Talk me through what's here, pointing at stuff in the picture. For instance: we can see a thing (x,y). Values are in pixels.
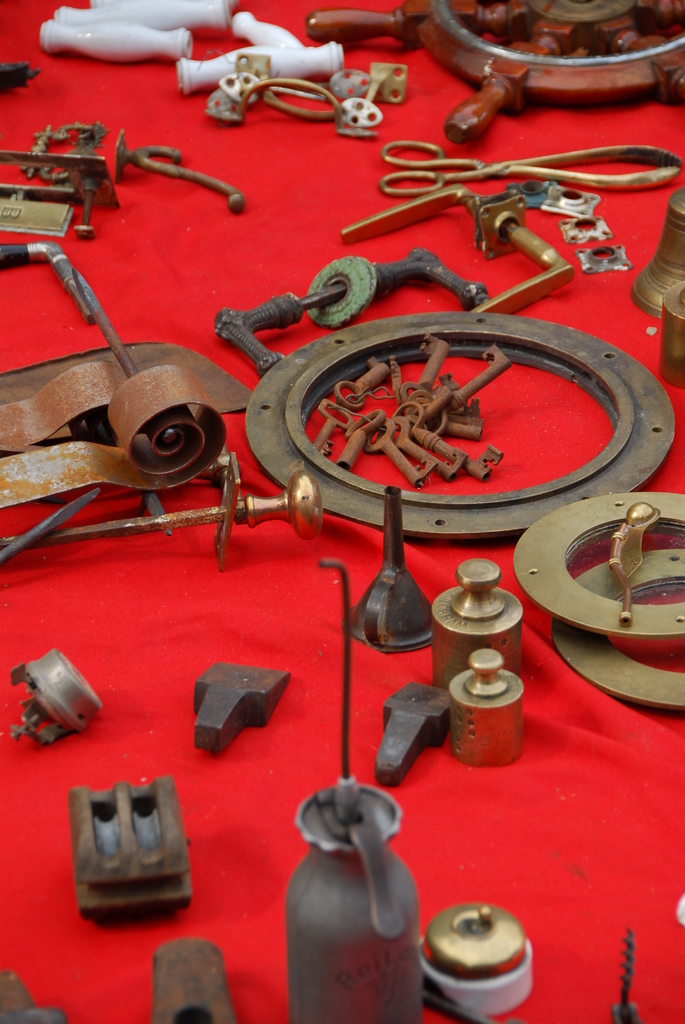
In this image there is a table (135,592) on which there is a red carpet (163,608). On the red carpet (272,176) there are so many machinery tools (411,265) like screws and some iron parts (231,518) on it.
